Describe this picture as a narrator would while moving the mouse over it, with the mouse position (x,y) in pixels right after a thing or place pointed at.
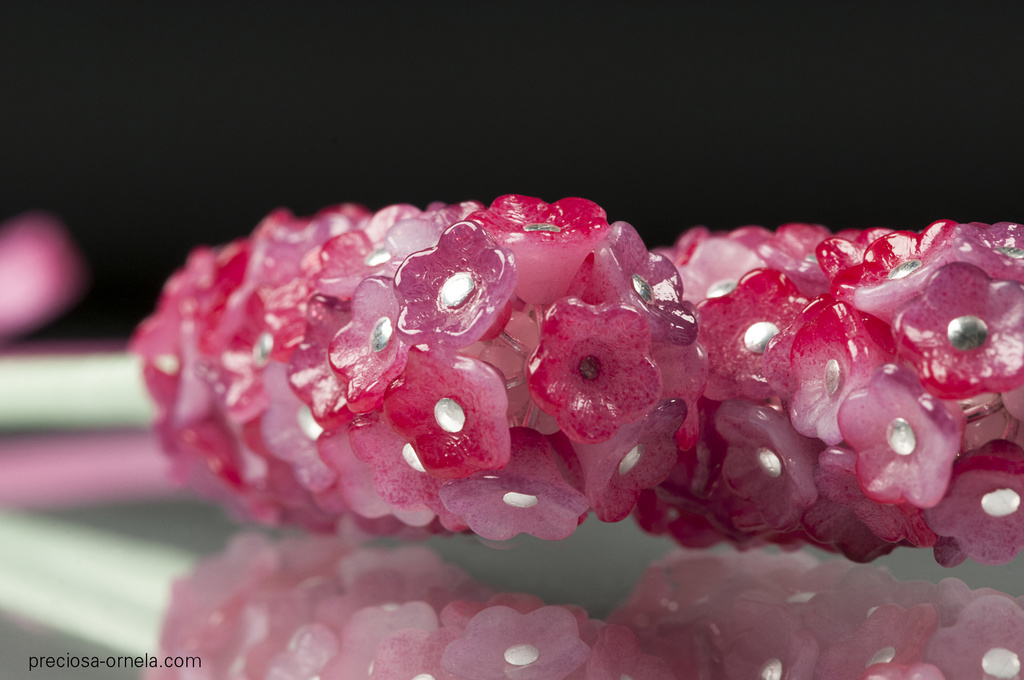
In this image there are flowers (462,338) on the table (404,574).
